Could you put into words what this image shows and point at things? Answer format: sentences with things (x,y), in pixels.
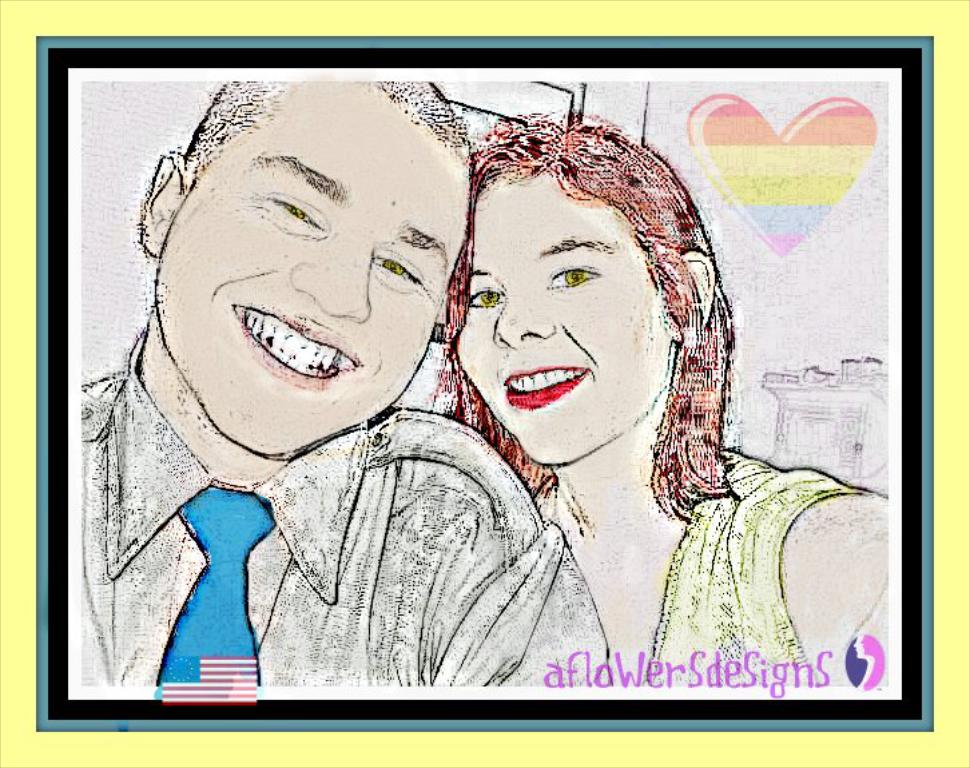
This is a sketch painting where we can see a man (399,409) and a woman (541,356) having smile (290,351) on their faces (484,328). In the background (808,149), there is a heart sticker (793,147) is present on it.
